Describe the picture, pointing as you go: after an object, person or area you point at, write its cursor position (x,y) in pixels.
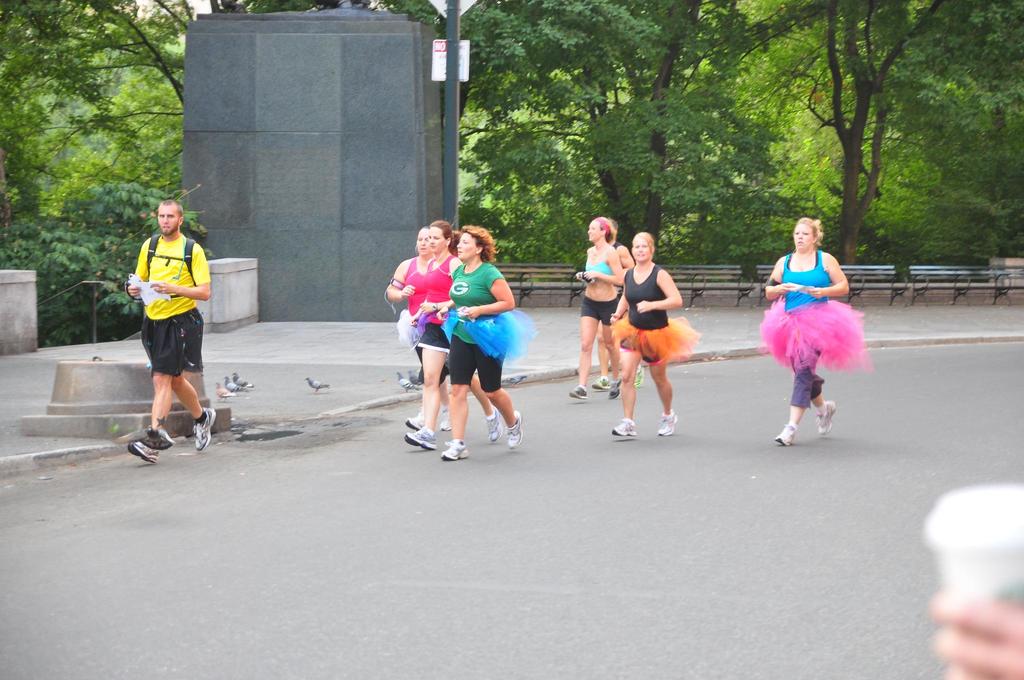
In this image we can see a group of women (769,342) running on the road (784,406). Here we can see a man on the left side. Here we can see a pole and benches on the side of the road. Here we can see the pigeons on the side of the road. Here we can see the hand (1016,671) of a person (1003,679) holding the glass (970,592) on the bottom right side (1004,637).
